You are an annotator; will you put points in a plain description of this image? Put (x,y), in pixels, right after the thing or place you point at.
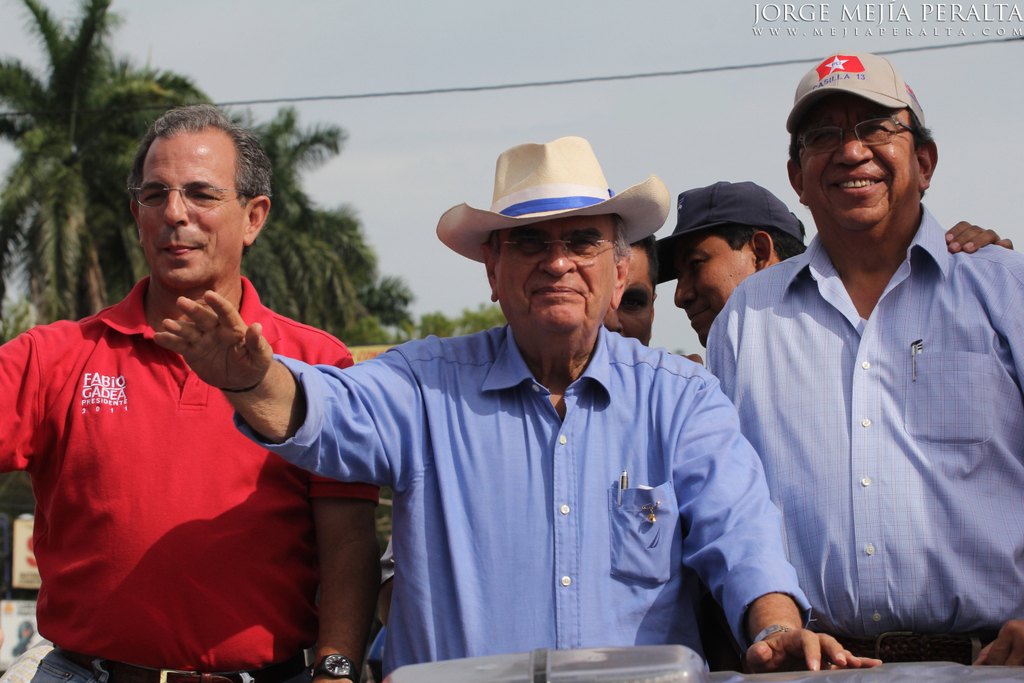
In front of the image there is some object (641,671). Behind the object (611,677) there are a few people (559,442) standing. In the background of the image (25,492) there are trees (71,49), boards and a cable (506,85). At the top of the image (461,76) there is sky (385,61). There is some text (992,34) at the top of the image (968,21).
